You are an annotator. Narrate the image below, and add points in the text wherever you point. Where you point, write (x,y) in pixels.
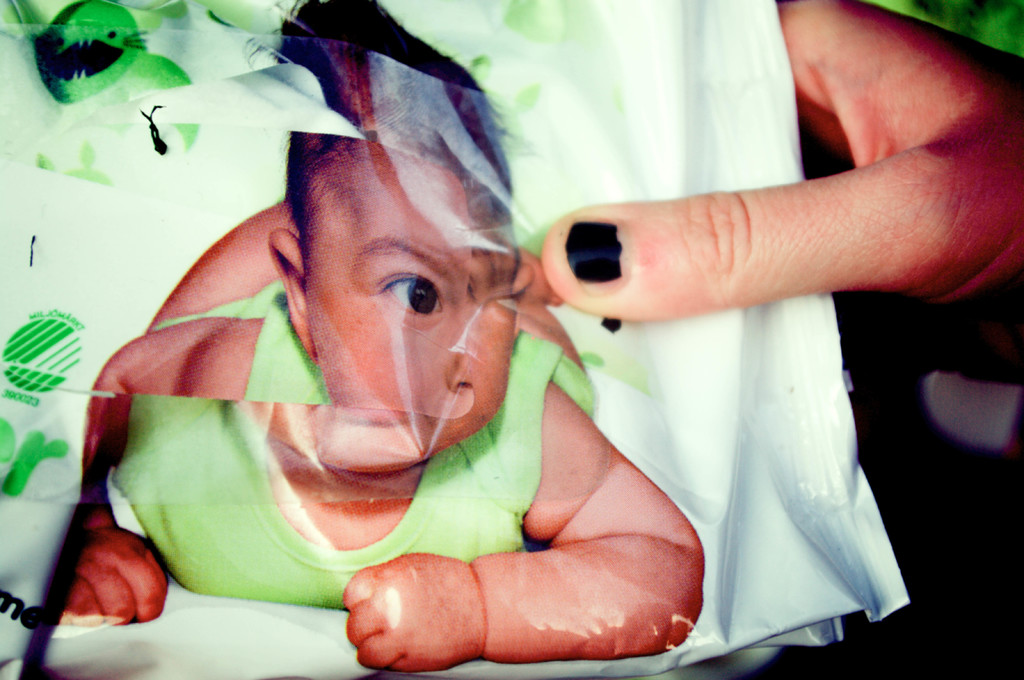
In this image I can see it looks like a plastic cover (632,396), on this cover (100,448) there is an image of a baby (292,400). On the right side (933,103) there is a human hand (803,235).
